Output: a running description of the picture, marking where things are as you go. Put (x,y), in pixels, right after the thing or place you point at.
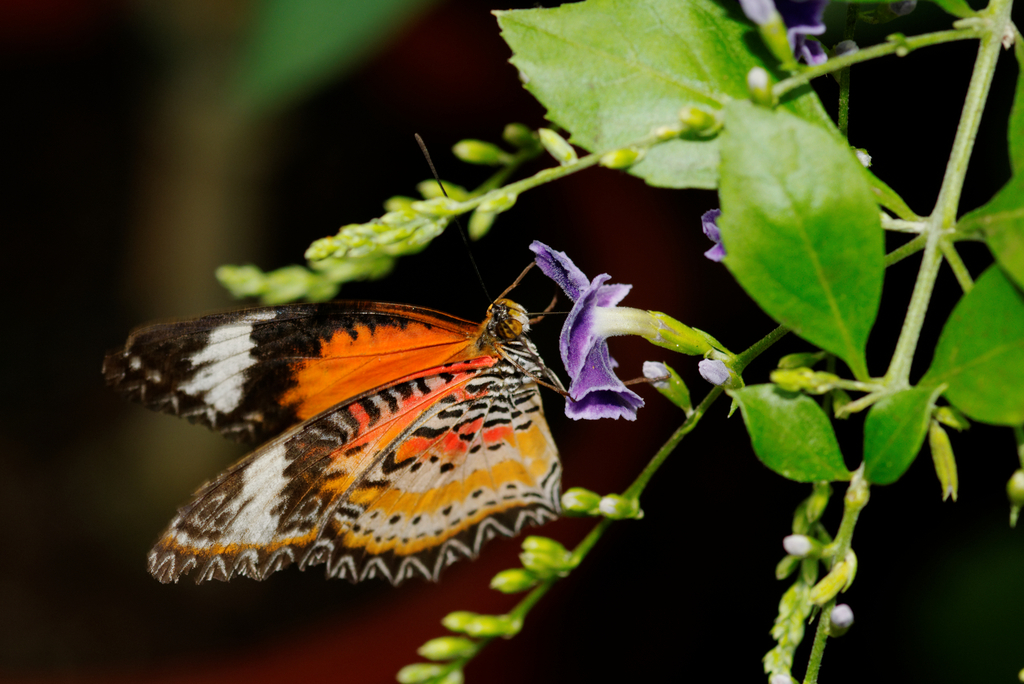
In this image we can see a plant (842,588) and flowers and there is a butterfly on the flower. In the background (642,242), the image is dark.
